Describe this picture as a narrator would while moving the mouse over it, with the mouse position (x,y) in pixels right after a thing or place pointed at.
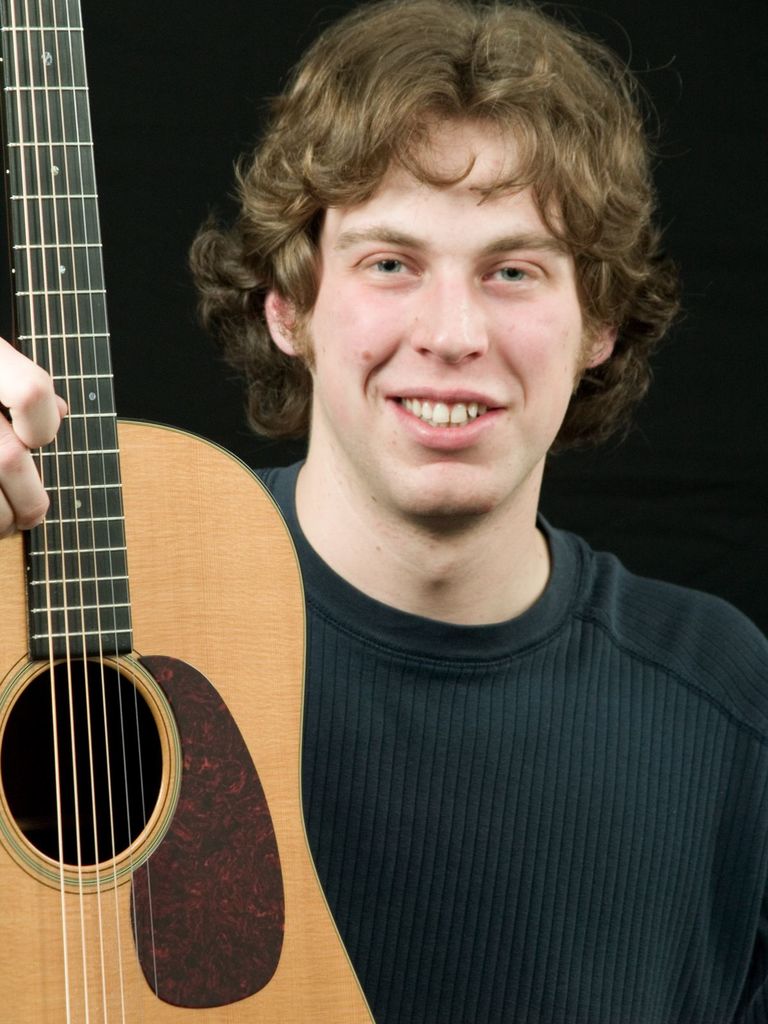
In the above picture there is person (469,313) who is holding a guitar (178,576) and posing with the guitar (93,357). He wore a dark blue shirt (592,686) and giving a smile. Picture background (129,330) is black in color.
